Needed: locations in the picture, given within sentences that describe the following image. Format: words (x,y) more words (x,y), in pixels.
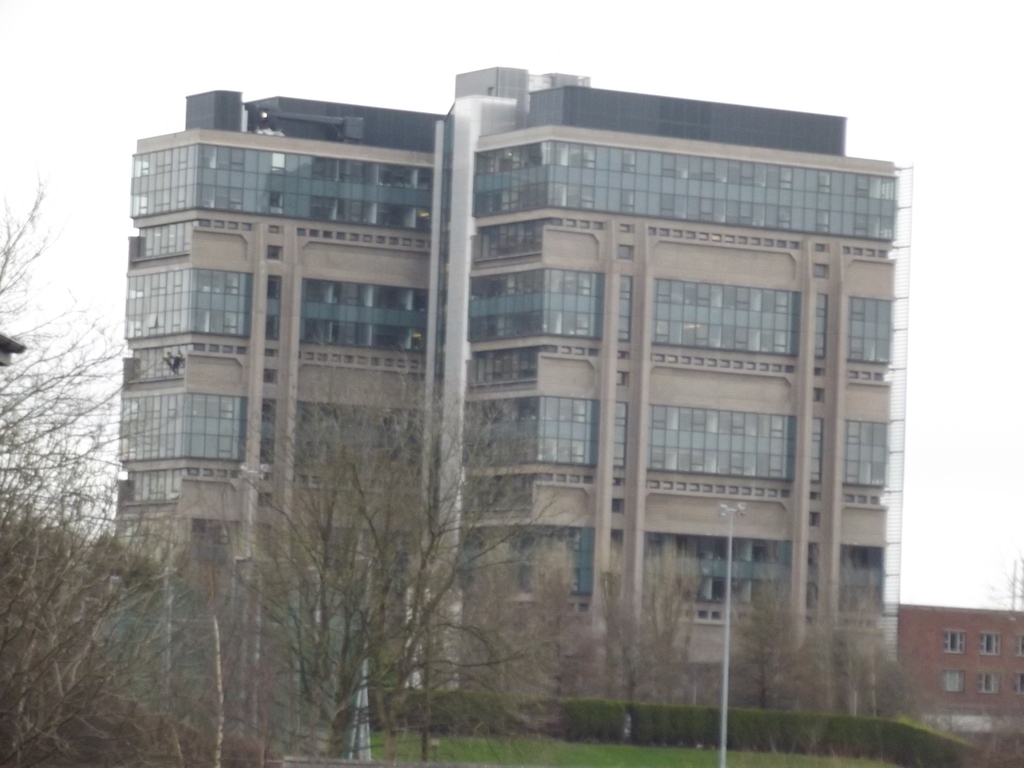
In this picture we can see a few trees (11,745) from left to right. Some grass (618,757) is visible on the ground (711,750). We can see some plants (732,720) on the right side (704,727). There is a street light (726,706) visible on the grass (695,756). Few buildings (653,545) are visible in the background (962,633).
